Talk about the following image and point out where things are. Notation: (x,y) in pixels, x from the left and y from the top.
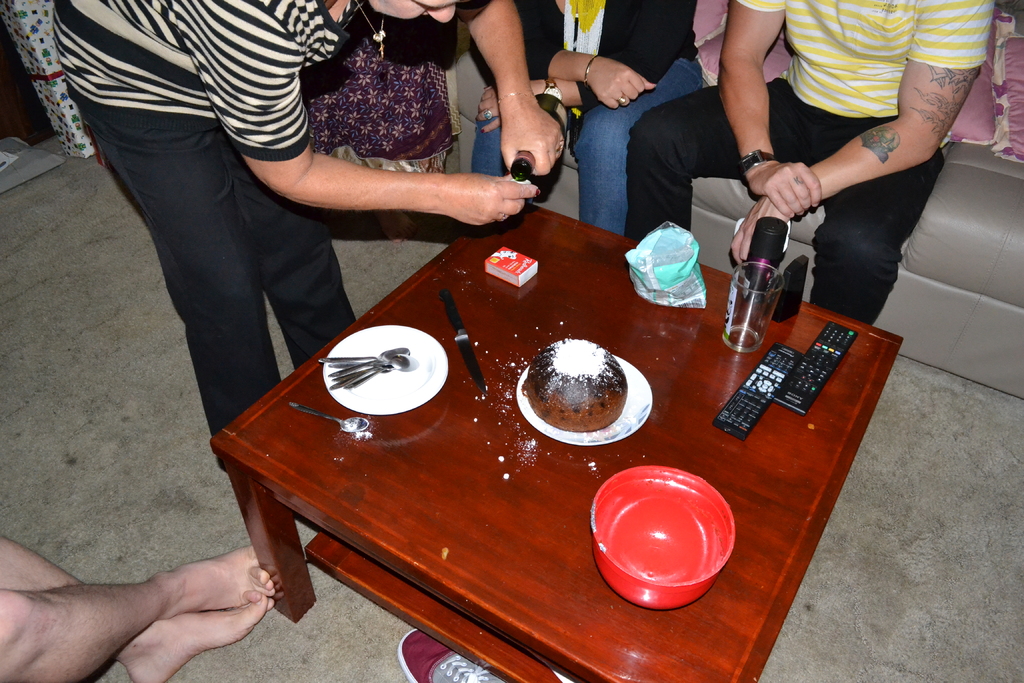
Two persons (789,117) are sitting on sofa (947,204). On the sofa (967,165) there are pillows (986,81). And the person (785,137) is wearing a watch (748,161). Another person (171,106) is holding a bottle (516,172). In front of them there is a table (455,482). On the table (415,446) there are plates (408,402), spoons (394,363), knife (465,352), cover (653,289), glass plate (637,422), on the plate (627,366) there is a cake (610,404), bowl (648,479), remotes (786,389). Under the table (474,652) there is a shoe (431,667).
